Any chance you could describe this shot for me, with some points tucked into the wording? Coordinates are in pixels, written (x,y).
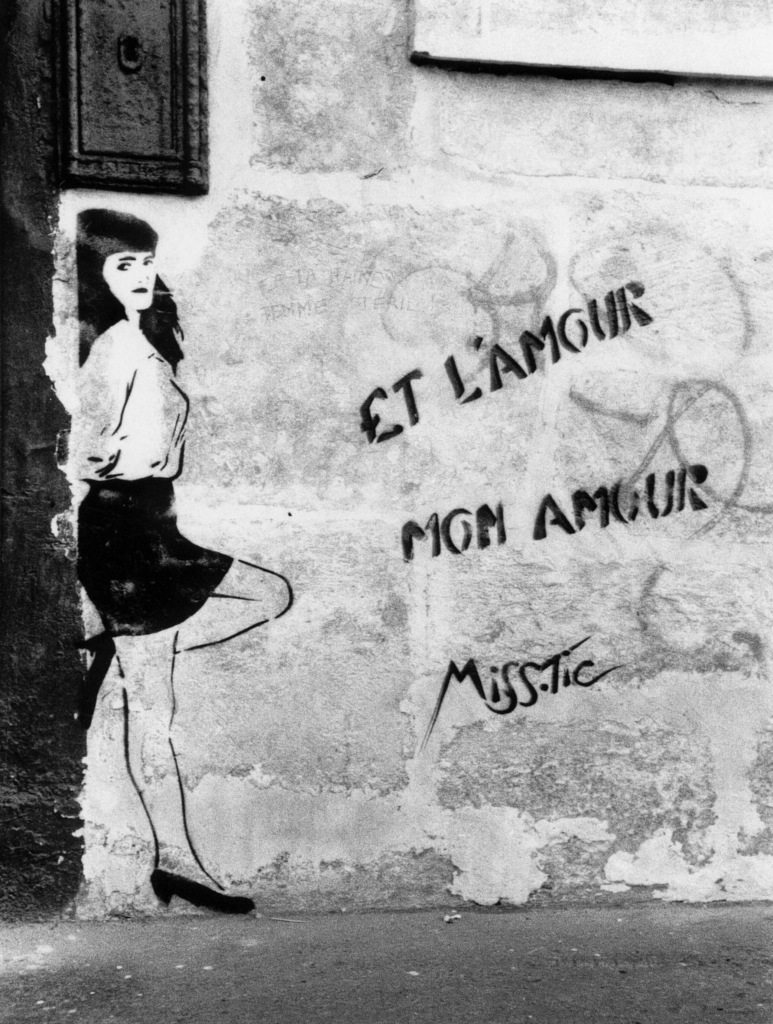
In the foreground of this image (501,853), there is a road (421,970) and also painting (126,416) of a woman (141,490) on the wall (440,327) and we can also see some text (472,678) on it.
